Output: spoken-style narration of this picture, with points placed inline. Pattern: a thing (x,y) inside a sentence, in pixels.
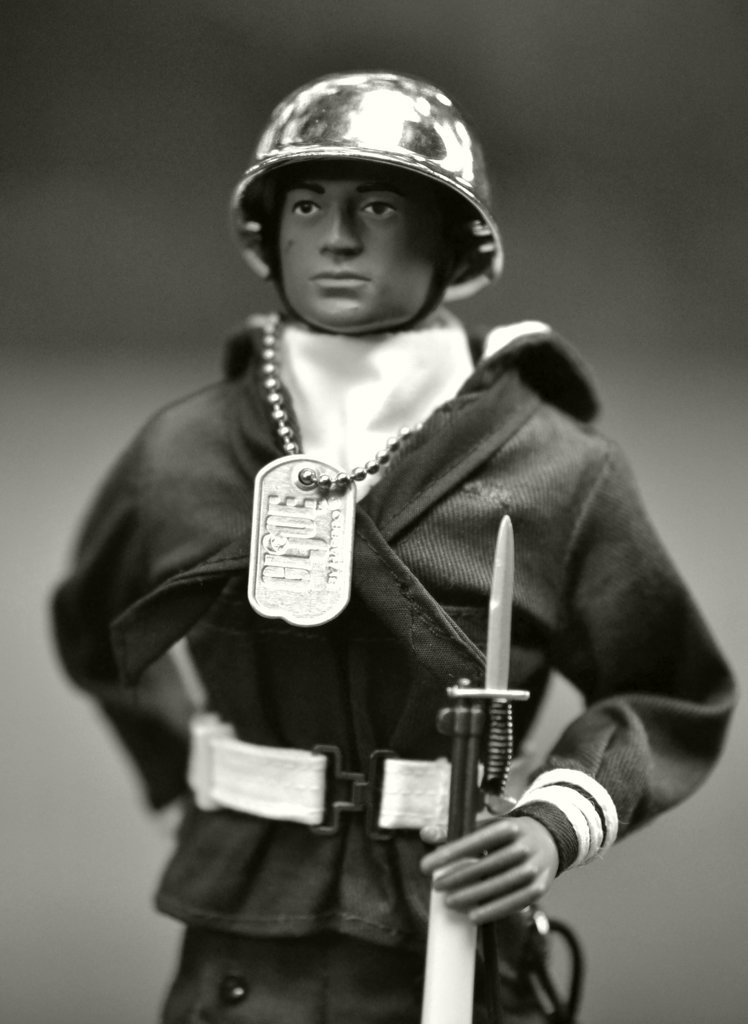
In this image I can see an action figure (368,369) standing and holding a weapon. The action figure (444,820) is also wearing a chain (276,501) and a helmet (382,93) and I can see blurred background (84,858), and the image is in black and white.
